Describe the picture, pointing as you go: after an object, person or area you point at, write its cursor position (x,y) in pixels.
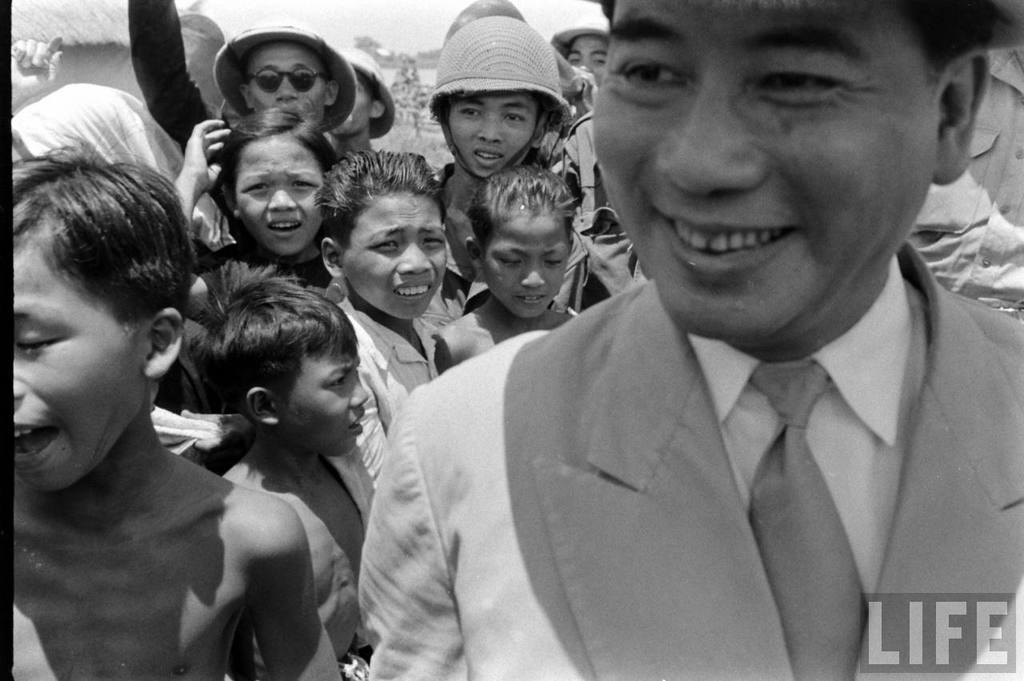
In this black and white image, we can see some kids (185,252). There is a person (951,368) on the right side of the image (942,388) wearing clothes (707,447). There is a text (964,601) in the bottom right of the image (962,637).
